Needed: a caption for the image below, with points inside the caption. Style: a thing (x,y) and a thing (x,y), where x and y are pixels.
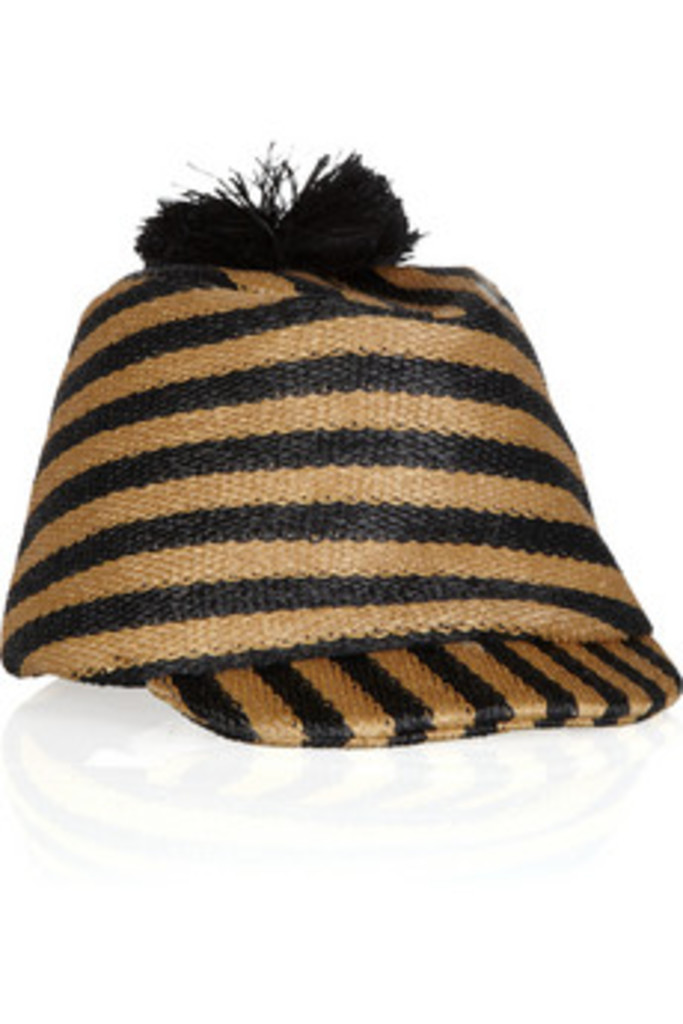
There is a brown and black hat (353,477), it is kept on a white surface (5,814).
